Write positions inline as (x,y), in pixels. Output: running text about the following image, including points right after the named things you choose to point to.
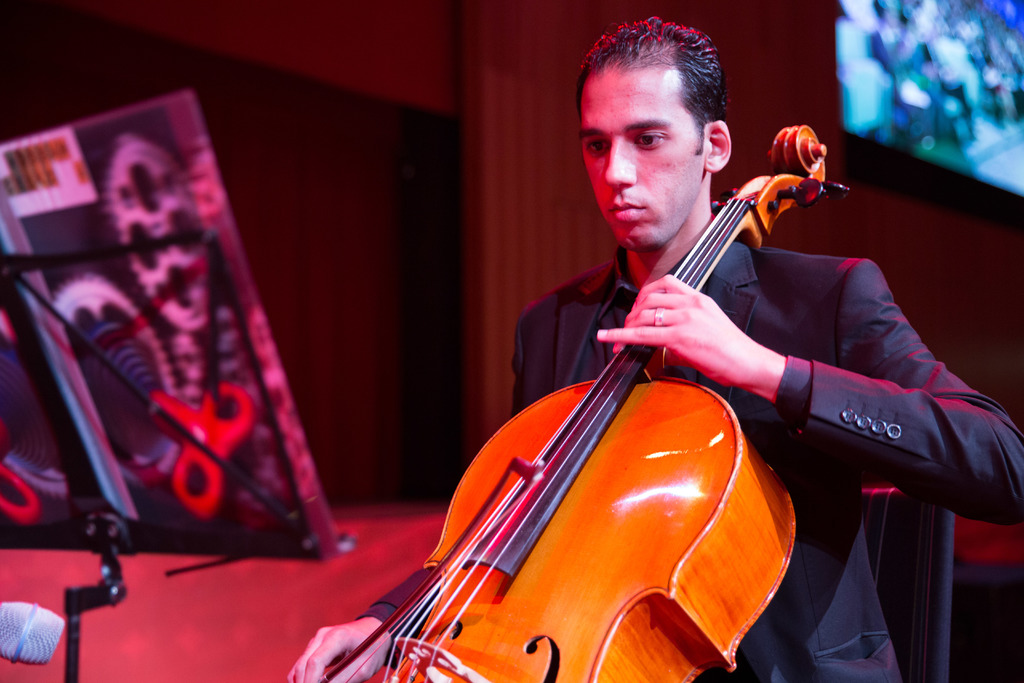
This picture shows a man (778,371) playing cello (716,535) and we see a book stand (256,533) in front of him and a book (181,188).
